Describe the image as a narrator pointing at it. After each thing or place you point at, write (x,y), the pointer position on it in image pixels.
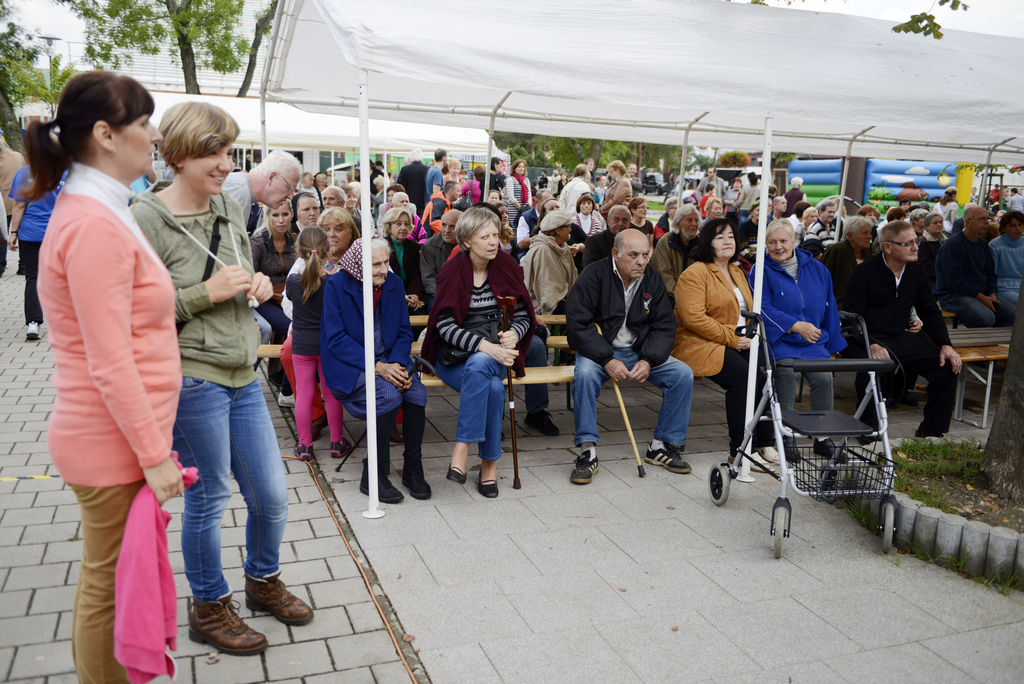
In this image we can see people (416,272) sitting on benches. There is a white color tent (436,64). To the left side of the image (66,178) there are people (141,407) standing. There is a trolley (866,391). In the background of the image (234,64) there are trees (22,65). At the bottom of the image (511,633) there is floor (559,637).
